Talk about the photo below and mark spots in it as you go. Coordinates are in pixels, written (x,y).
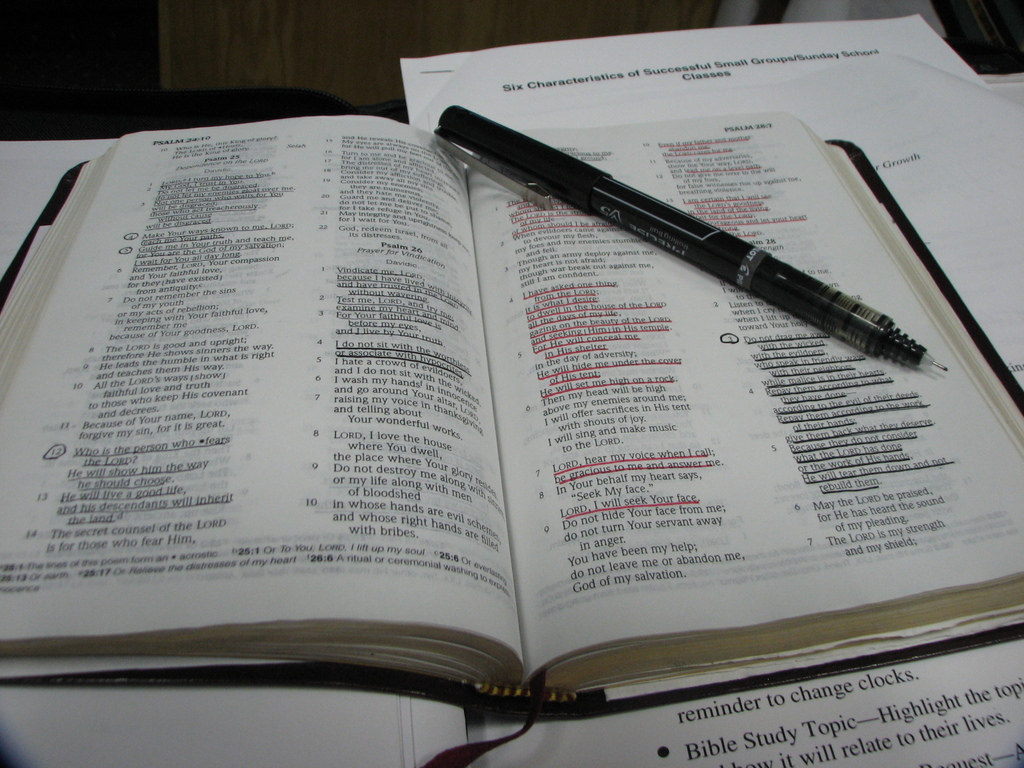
In this image we can see an open book (534,327) and a pen (789,286) on the book (518,330), under the book (1010,490) there is a paper (963,223).
